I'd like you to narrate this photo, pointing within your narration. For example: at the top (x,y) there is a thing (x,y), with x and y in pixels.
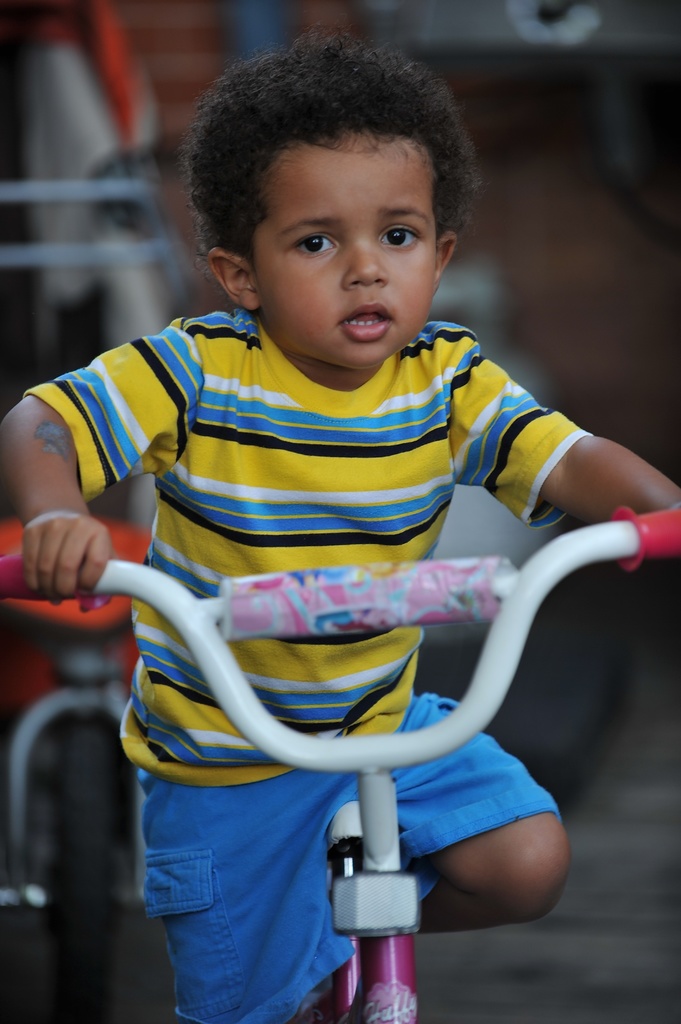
This image consists of a kid (319,679) wearing yellow T-shirt (322,655) is riding bicycle (357,959). The cycle (315,587) is in pink and white color. At the bottom (537,957), there is a road (602,834). The background (174,14) is blurred.
